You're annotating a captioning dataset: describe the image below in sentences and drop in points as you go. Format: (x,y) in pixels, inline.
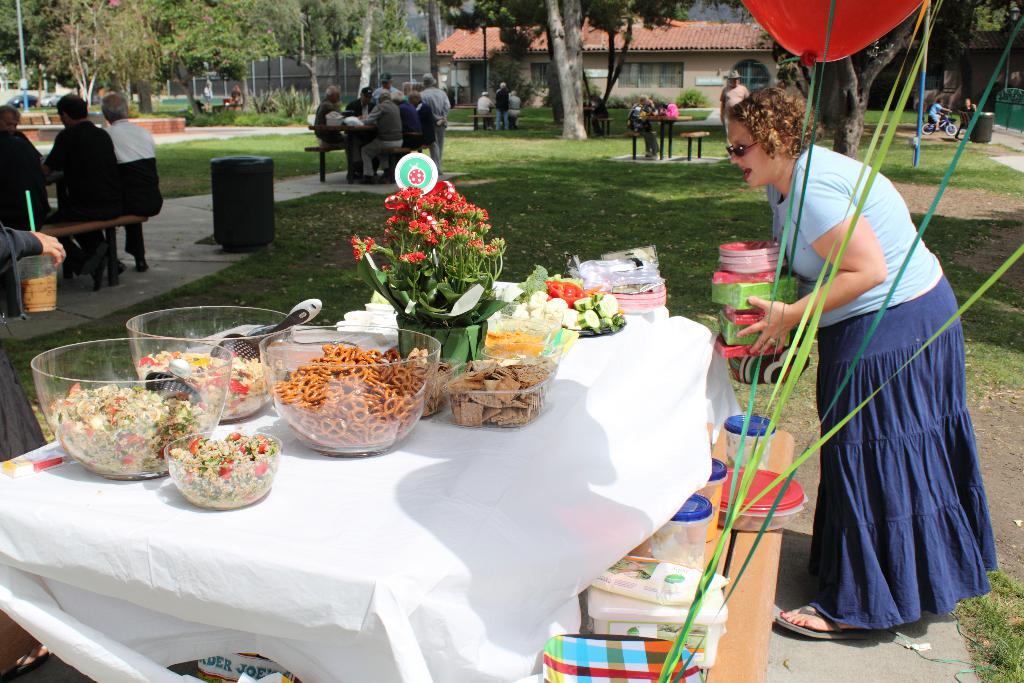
In this image, Few peoples (74,167) are sat on the benches (51,228), few are standing. We can see white color table (420,520), so many items (407,383) are placed on it. There is a grass (592,236). And background (715,65), house (702,65), trees (335,39) we can see.
